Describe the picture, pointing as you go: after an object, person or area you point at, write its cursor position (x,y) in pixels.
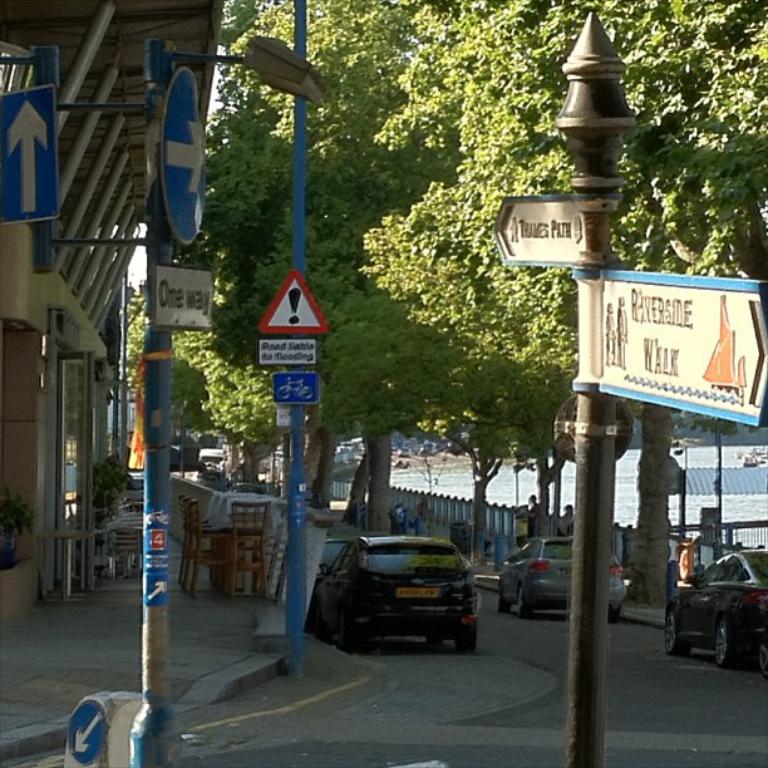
In this image there are cars (442,610), beside the cars (563,573) there are trees (233,472) and a railing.
